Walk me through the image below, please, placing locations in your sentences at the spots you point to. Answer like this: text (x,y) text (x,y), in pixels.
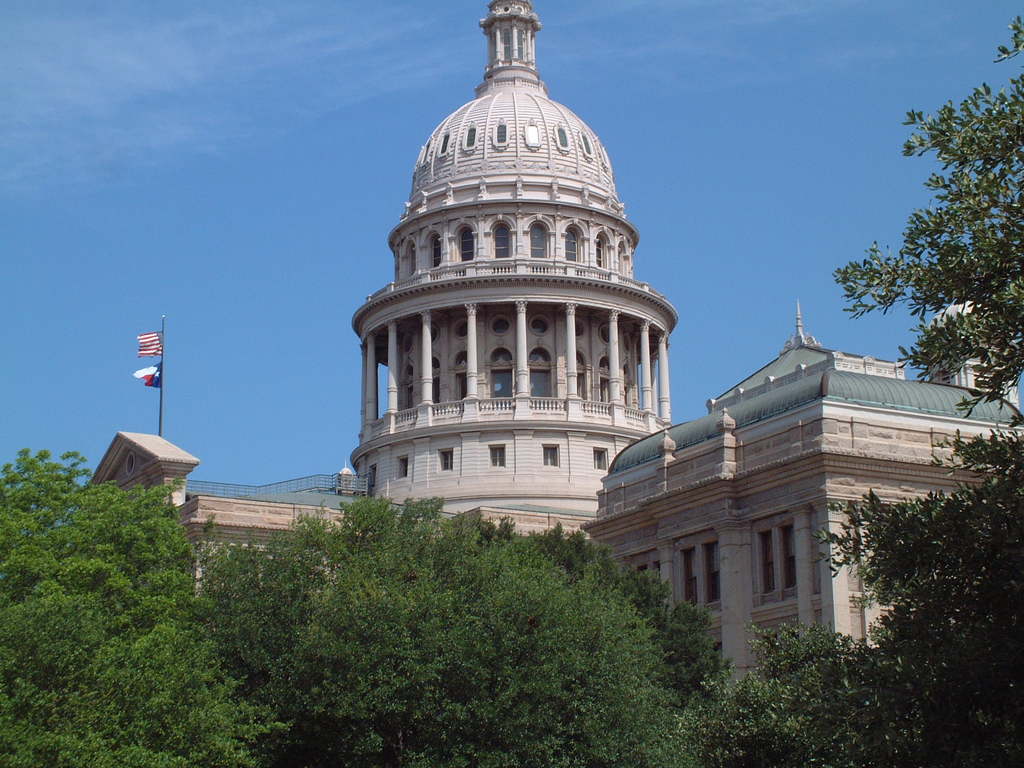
In this image, I can see a building (530,509) with windows (505,373) and pillars (524,375). On the left side of the image (154,345), I can see two flags (154,373) hanging to a pole (162,385), which is on top of a building (183,470). There are trees (878,581). In the background (805,177), I can see the sky (618,40).
